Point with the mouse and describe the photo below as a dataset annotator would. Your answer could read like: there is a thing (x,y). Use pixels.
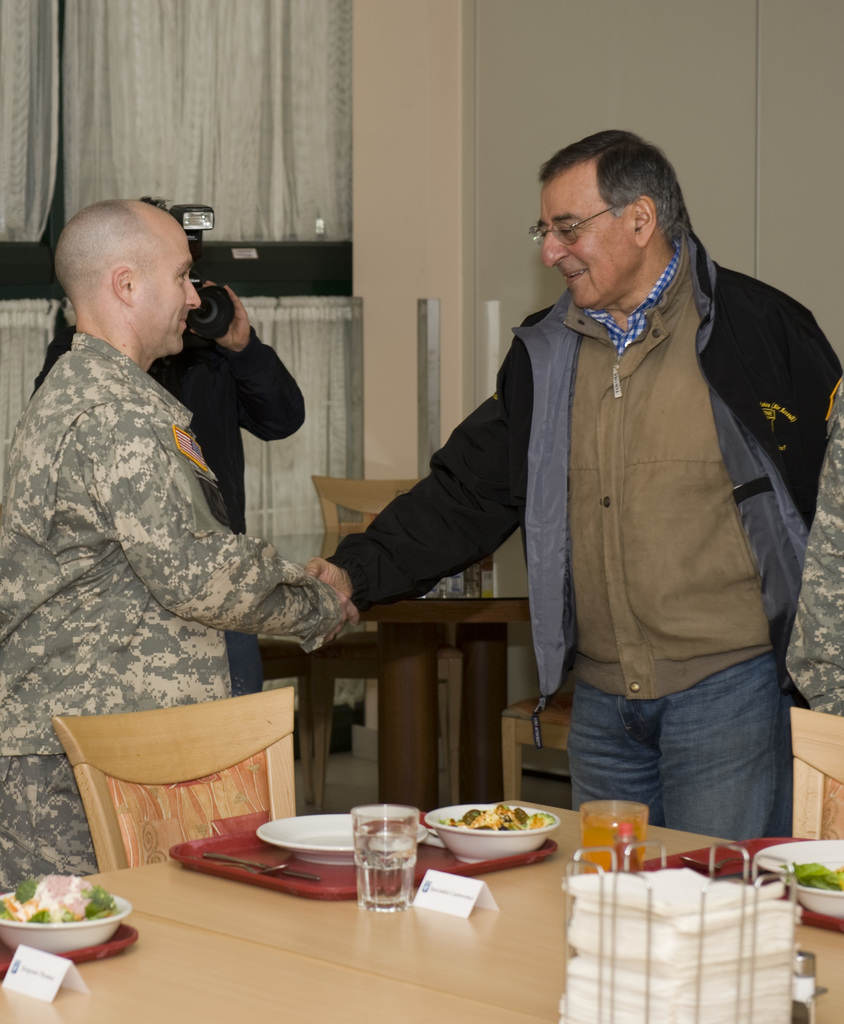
There are two men (579,551) shaking their hands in this picture standing in front of a table (261,987) on which some food items (489,823), glasses (364,844), plates (321,831) and tissues (569,942) were placed. In the background (327,319) there is a curtain (286,96) and a wall (478,94) here.
